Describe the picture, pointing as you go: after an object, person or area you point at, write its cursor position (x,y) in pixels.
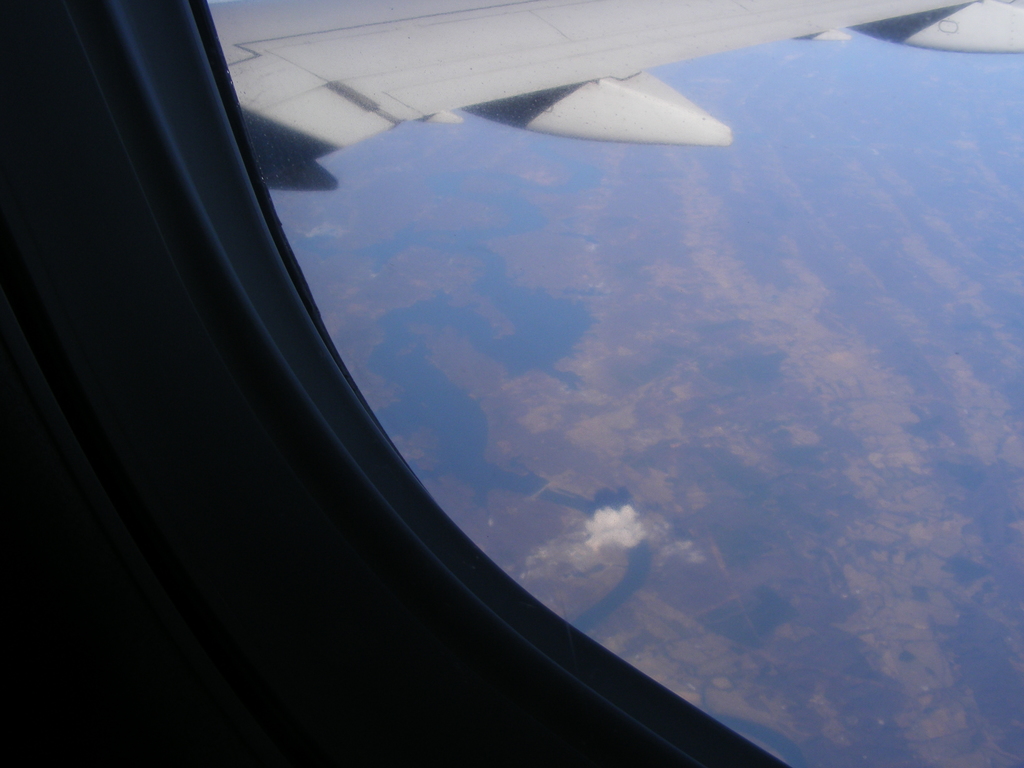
In this image I can see a aeroplane window (277,261). It is in black color.
